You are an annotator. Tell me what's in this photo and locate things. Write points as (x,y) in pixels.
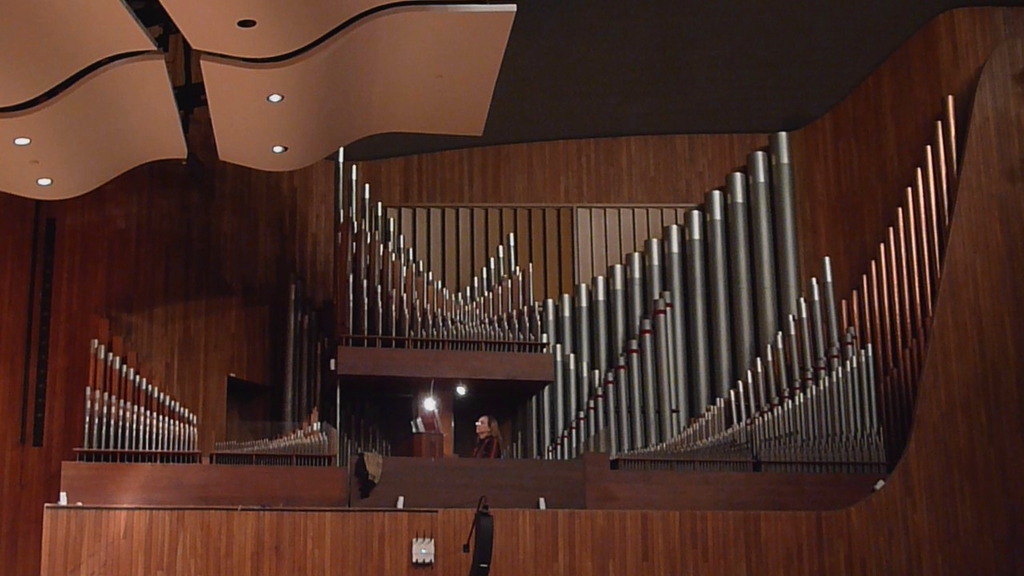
This is inside of the building (202,300), we can see wooden wall (469,494) and architecture (740,231) and there is a person (492,418). At the top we can see lights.
